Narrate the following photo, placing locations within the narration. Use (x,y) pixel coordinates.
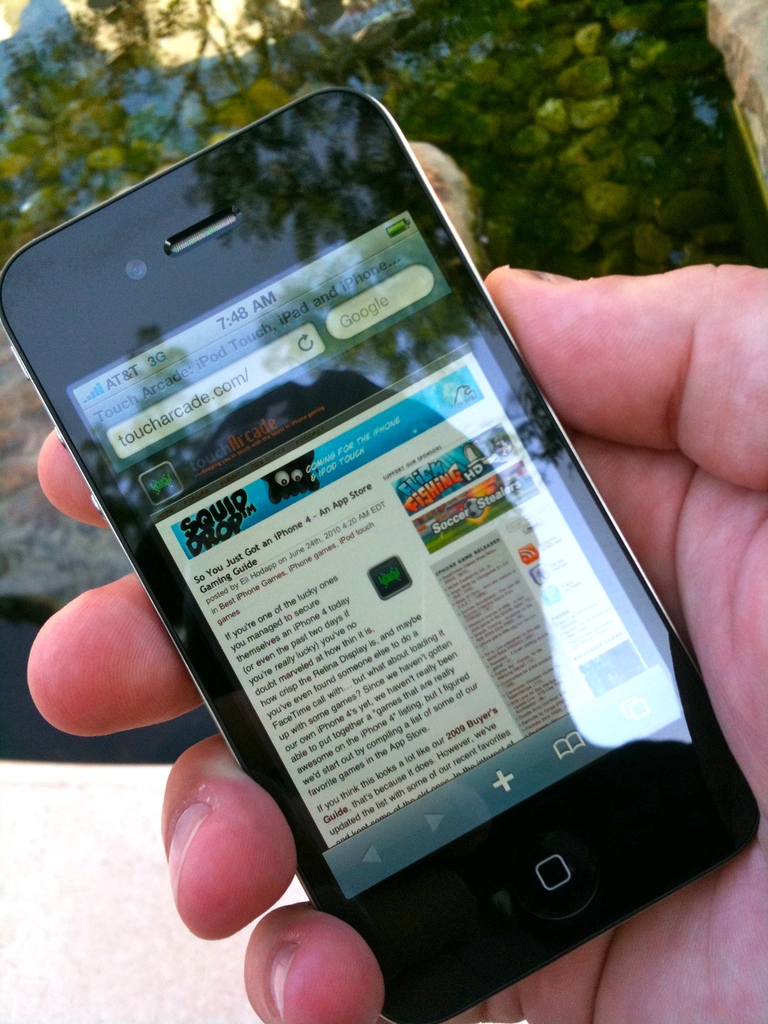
In this image we can see the hand (679,424) of a person (679,424) holding a mobile phone (635,581).
